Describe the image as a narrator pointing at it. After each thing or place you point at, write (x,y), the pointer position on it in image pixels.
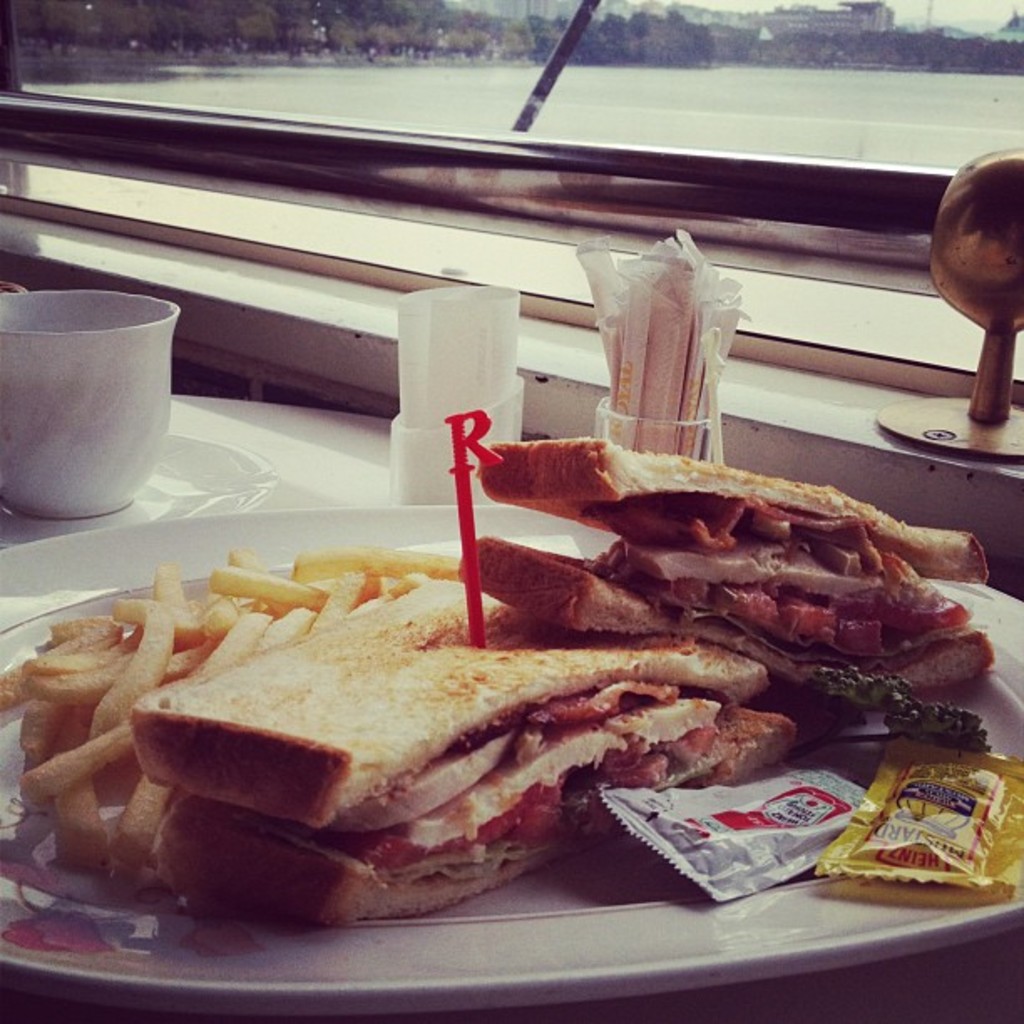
In this image there are some food item (473,670) kept in a white color plate (548,910) on the bottom of this image (336,731), and there are some objects (3,399) are kept on the top side (101,331) to this plate (186,544), and there is a glass window (457,74) on the top of this image (564,90). There is one object (972,262) at on the right side of this image (990,277). as we can see there are some trees (436,21) on the top of this image (603,36).
